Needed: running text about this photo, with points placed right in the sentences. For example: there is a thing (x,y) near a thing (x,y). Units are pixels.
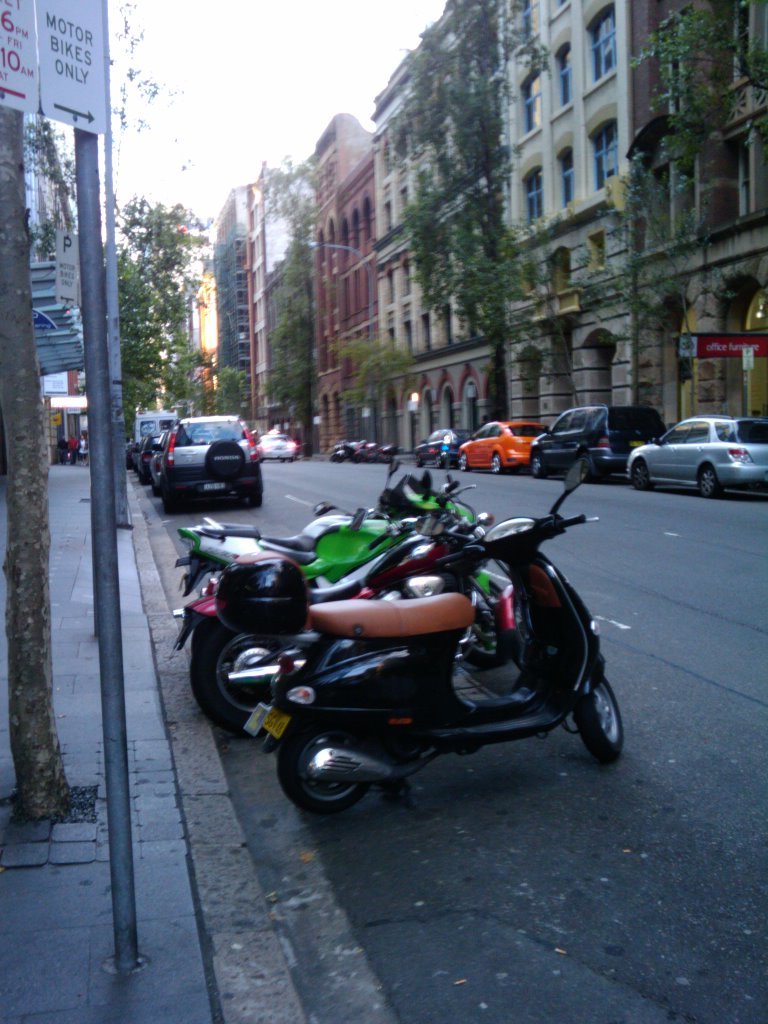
There are bikes (369,608) and cars (173,458) on the road (592,544). Here we can see poles (79,147), boards (8,11), trees (23,303), lights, and buildings (366,284). In the background (319,63) there is sky (141,171).
